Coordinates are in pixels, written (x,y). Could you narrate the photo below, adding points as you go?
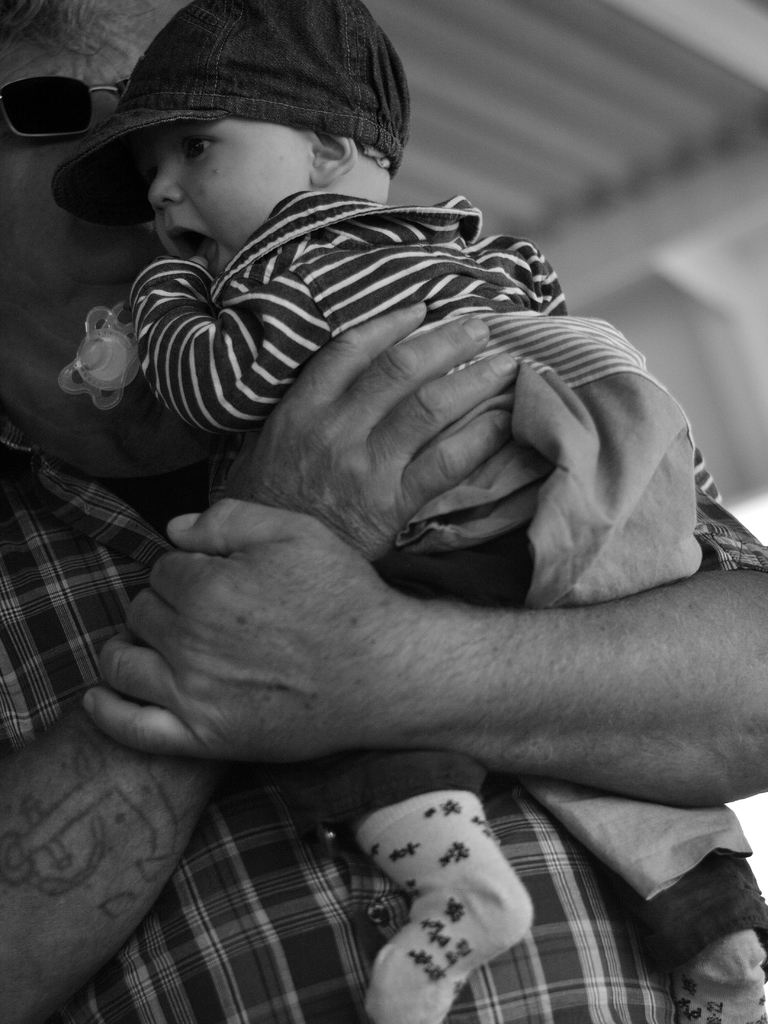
This is a black and white pic. We can see a man (58,369) is holding a kid (408,971) in his hands (340,570) and the kid (492,548) is holding an object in the hands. In the background (544,190) the image is blur but we can see an object (730,136).
